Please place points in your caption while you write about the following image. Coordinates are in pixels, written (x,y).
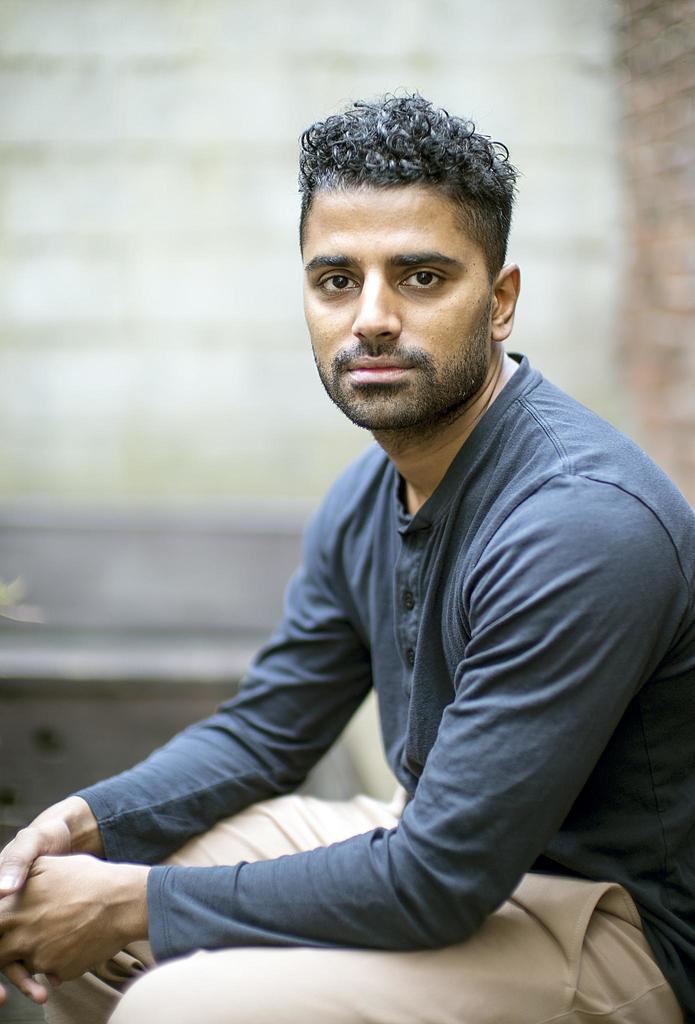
In this image, we can see a person (350,594) wearing T-shirt (390,930) and trousers (394,963) is sitting and the background (109,178) is blurred.
